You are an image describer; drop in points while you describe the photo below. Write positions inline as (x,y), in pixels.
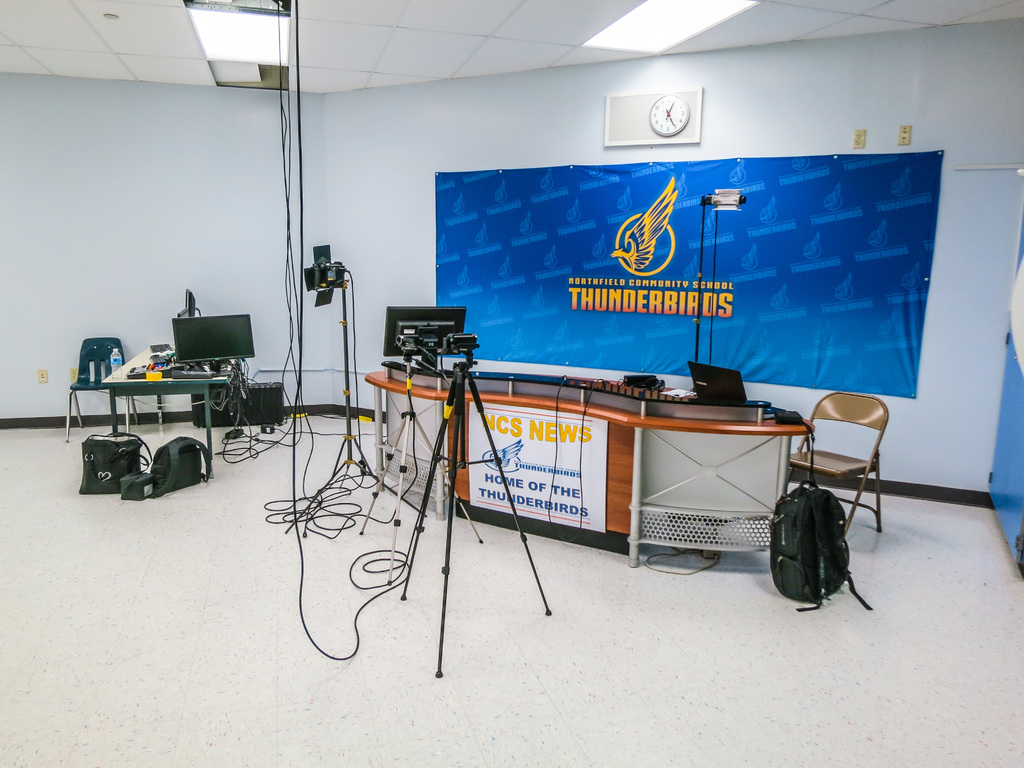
In this image we can see the inner view of a room (589,372) and there is a table (725,513) with laptop (717,370), monitor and some other things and there is a poster (589,516) with some text (568,510) attached to the table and we can see two chairs (843,396). We can see a banner (836,203) with some text (845,214) attached to the wall (592,134) and there is a clock (676,128) and we can see few tripods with cameras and there are some other objects (237,431) on the floor (286,461) and at the top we can see lights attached to the ceiling (457,51).
